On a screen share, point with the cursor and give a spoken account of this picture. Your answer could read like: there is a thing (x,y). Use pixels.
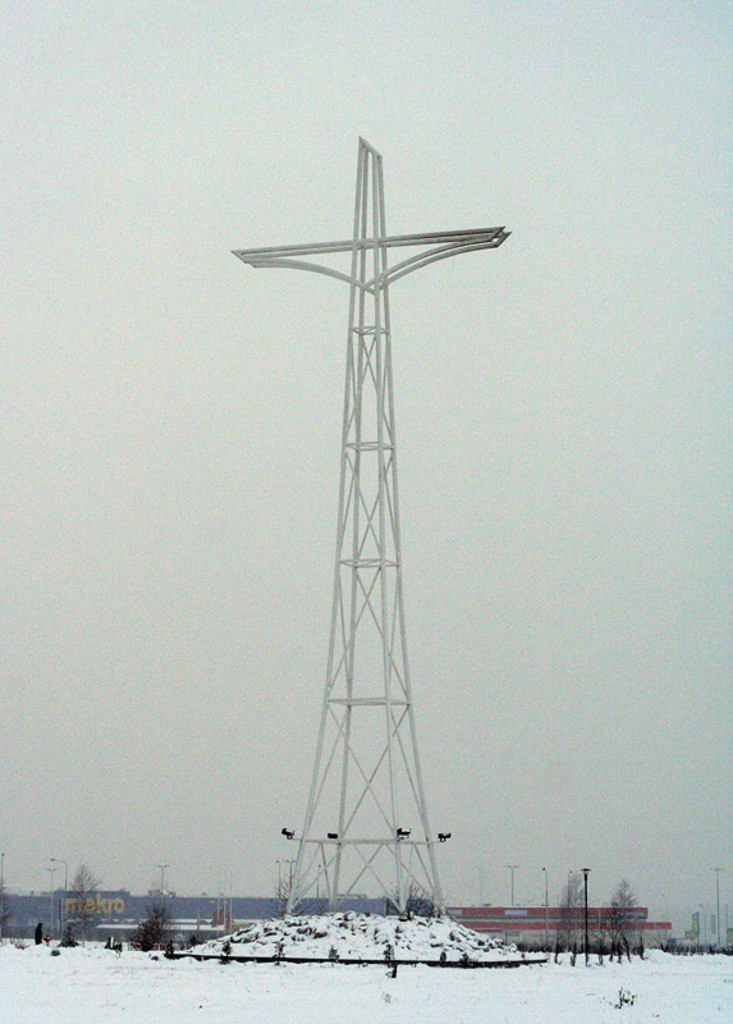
In the foreground of this image (358,784), there is a tower (378,569). In the background (556,895), there are poles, buildings (531,930) and the sky (643,576). On the bottom (251,1000), there is the snow (159,1006).
